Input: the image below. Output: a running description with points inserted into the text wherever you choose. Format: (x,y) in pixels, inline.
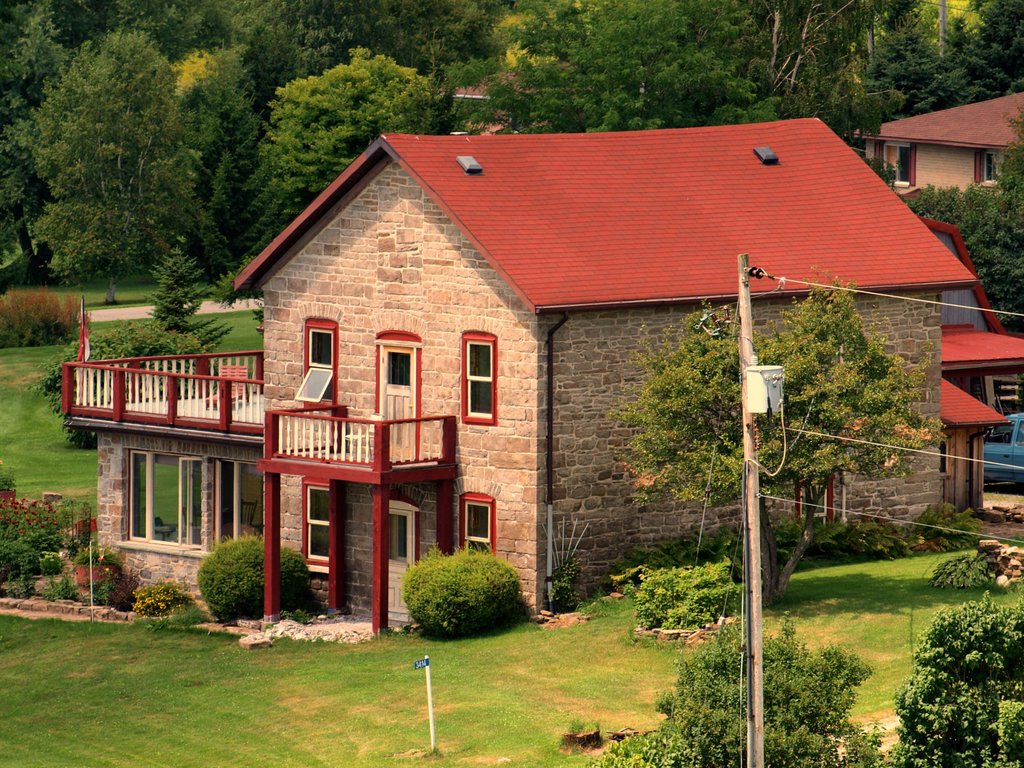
In this image there are buildings (602,232). In front of the building (343,560) there are hedges (290,555). Beside the building (166,553) there are plants (654,561) and trees (734,679). To the right (1012,460) there is a car (1003,472). There is grass (492,666) on the ground (608,656). There is an electric pole (747,550) in the image. In the background (345,106) there are trees (465,69).
